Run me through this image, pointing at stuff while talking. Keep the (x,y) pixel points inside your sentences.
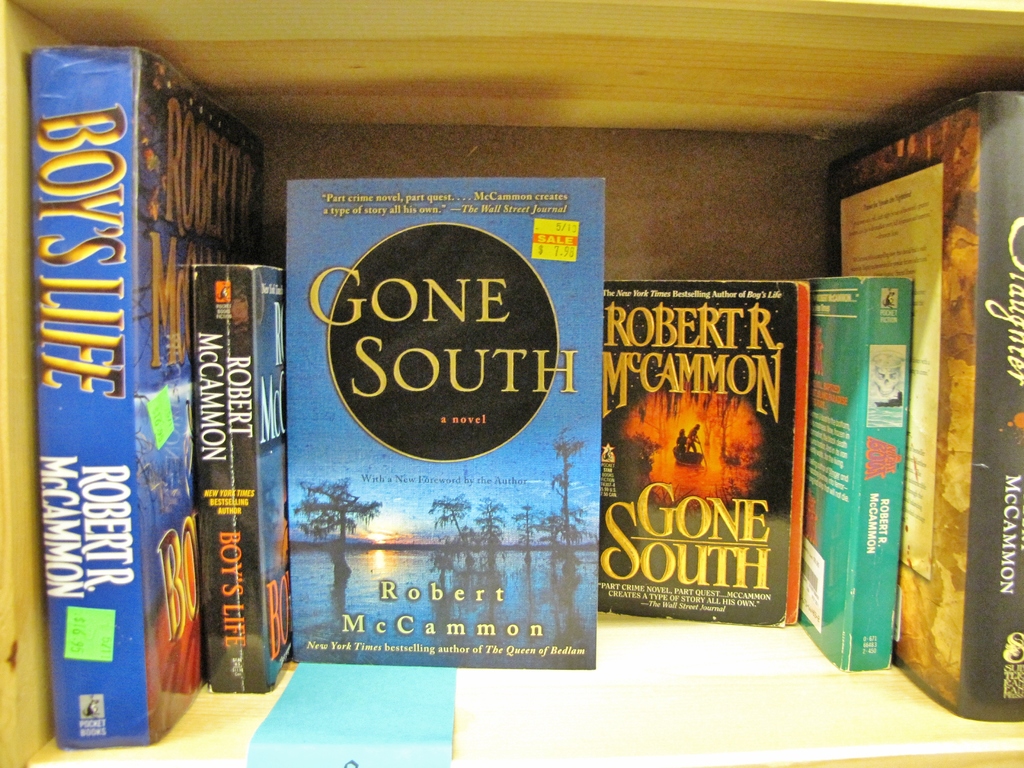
In this image in the center (481,420) there are books (512,394).
